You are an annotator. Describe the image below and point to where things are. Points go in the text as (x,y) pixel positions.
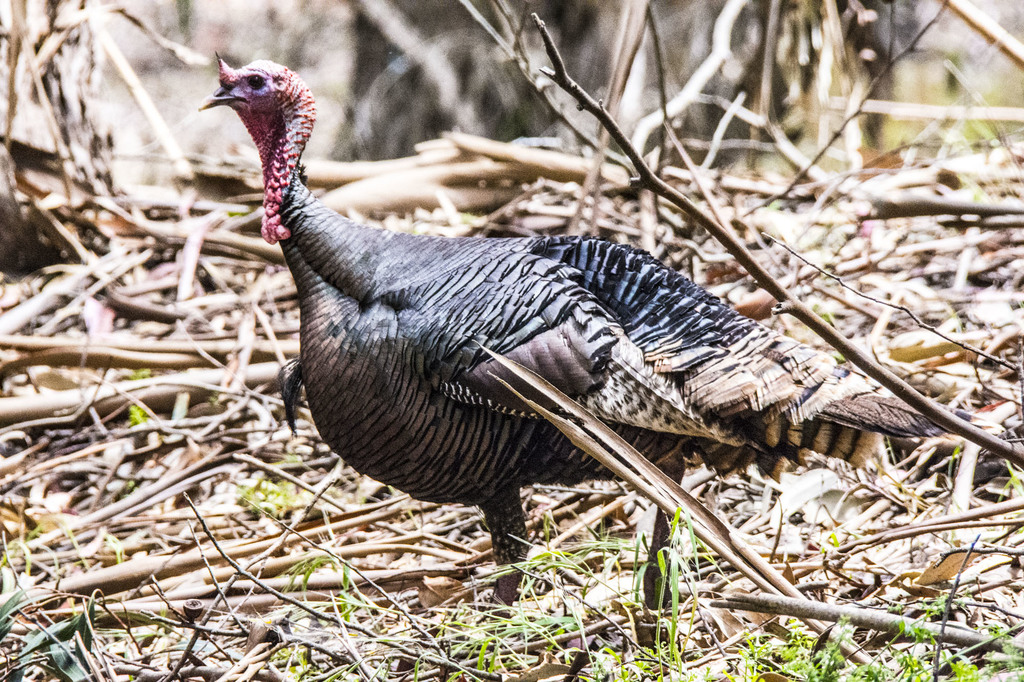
Background (860,17) portion of the picture is blur. On the ground (480,568) we can see the twigs (881,260), green grass (835,641) and this picture is mainly highlighted with a turkey bird (617,246).
